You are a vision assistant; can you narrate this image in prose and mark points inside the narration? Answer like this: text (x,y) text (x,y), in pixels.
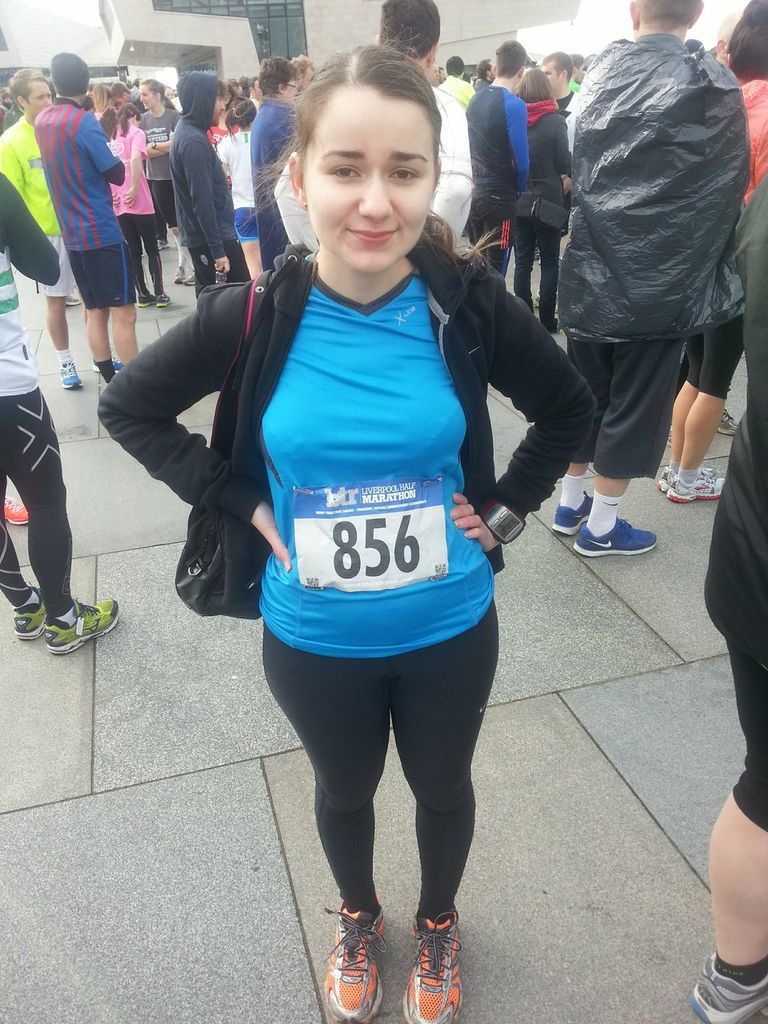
In this image I can see a woman (373,348) wearing blue and black colored dress (350,421) is standing on the ground (221,761). In the background (78,160) I can see few other persons (602,243) standing and a building (182,35).
